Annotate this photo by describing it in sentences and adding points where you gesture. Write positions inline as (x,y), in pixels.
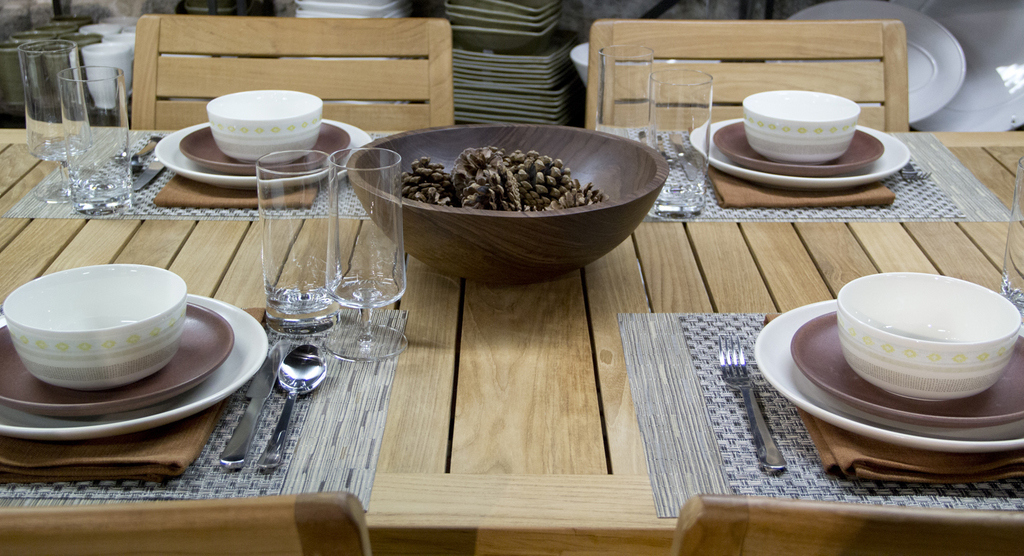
In this image I can see a table (520,387). There are some bowls (853,342), spoons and glasses (359,341) are placed on it. Around the table (567,530) chairs (444,89) are arranged.
